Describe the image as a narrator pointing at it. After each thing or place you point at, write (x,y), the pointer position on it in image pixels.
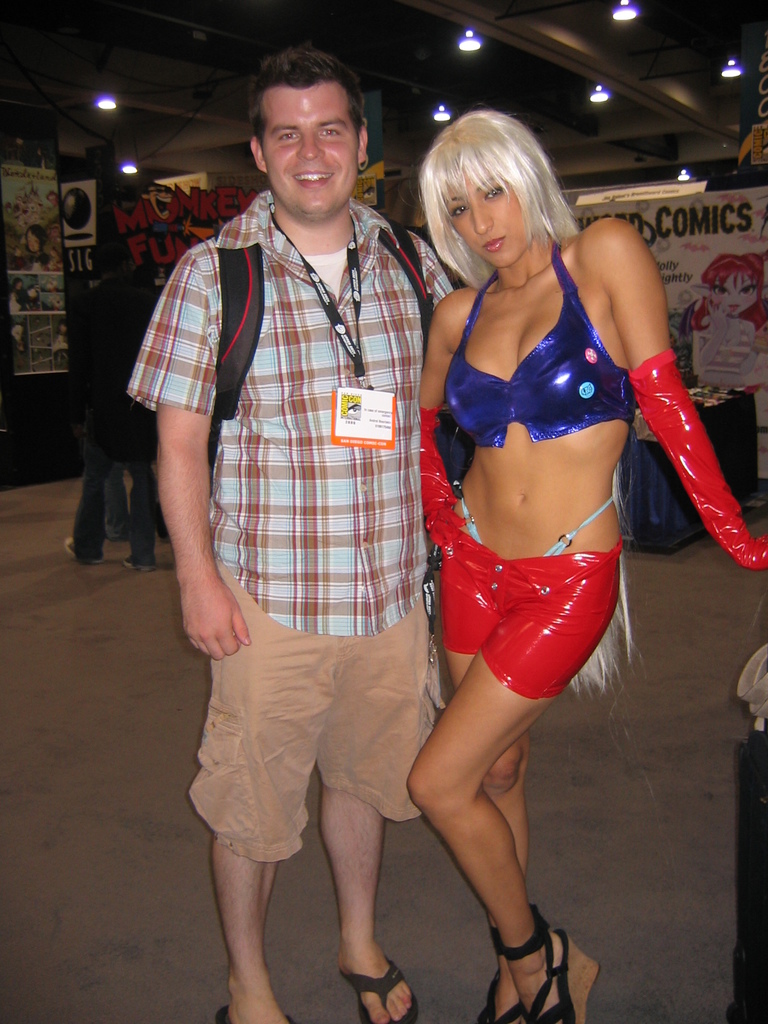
In the image there is a man (371,473) with shirt (277,344) and short (287,640) standing beside a woman (491,381) wearing bikini (561,349), there are lights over the ceiling (573,38), in the back (129,301) there are few people (114,384) walking, on the right side (728,394) there is a table (749,397) in front of banner (729,346).
